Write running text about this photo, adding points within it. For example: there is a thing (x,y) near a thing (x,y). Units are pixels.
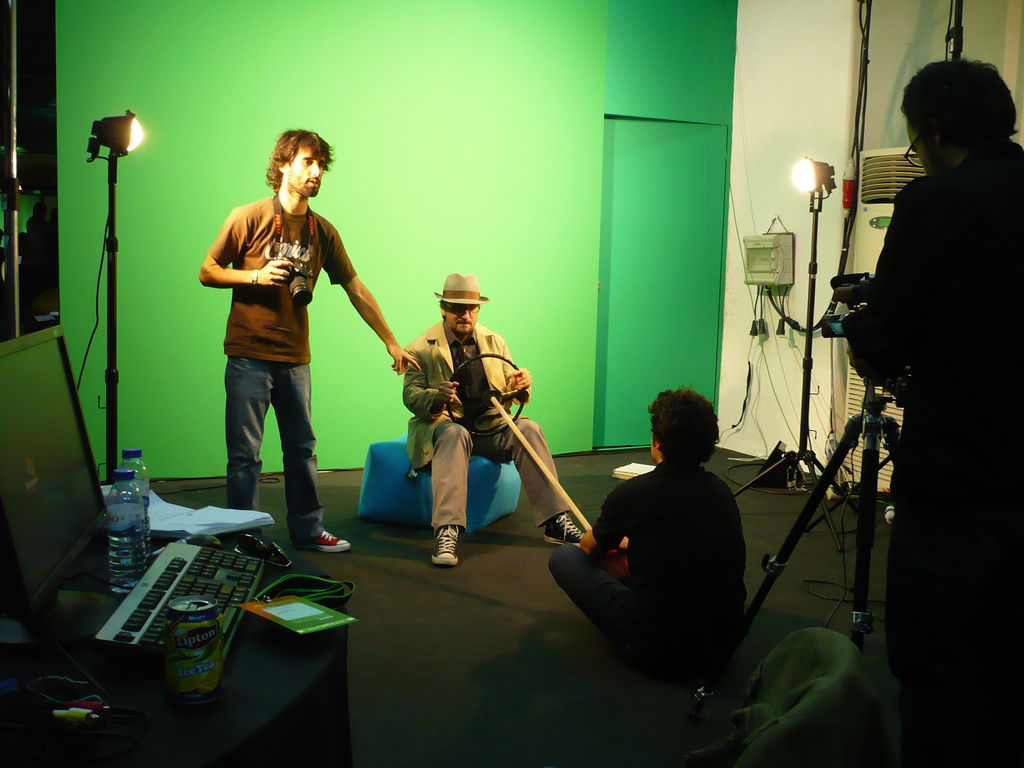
In this image I can see four people (972,311) where the middle two (444,345) are sitting and the rest two (241,426) are standing. In the front (240,536) I can see a table (333,650) and on it I can see few bottles (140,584), a can (190,608), a keyboard (134,638), a monitor (17,613), few wires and few other things (158,527). In the background (807,345) I can see few lights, few poles (812,472) and a tripod stand (831,462) on the right side of this image (800,535).
